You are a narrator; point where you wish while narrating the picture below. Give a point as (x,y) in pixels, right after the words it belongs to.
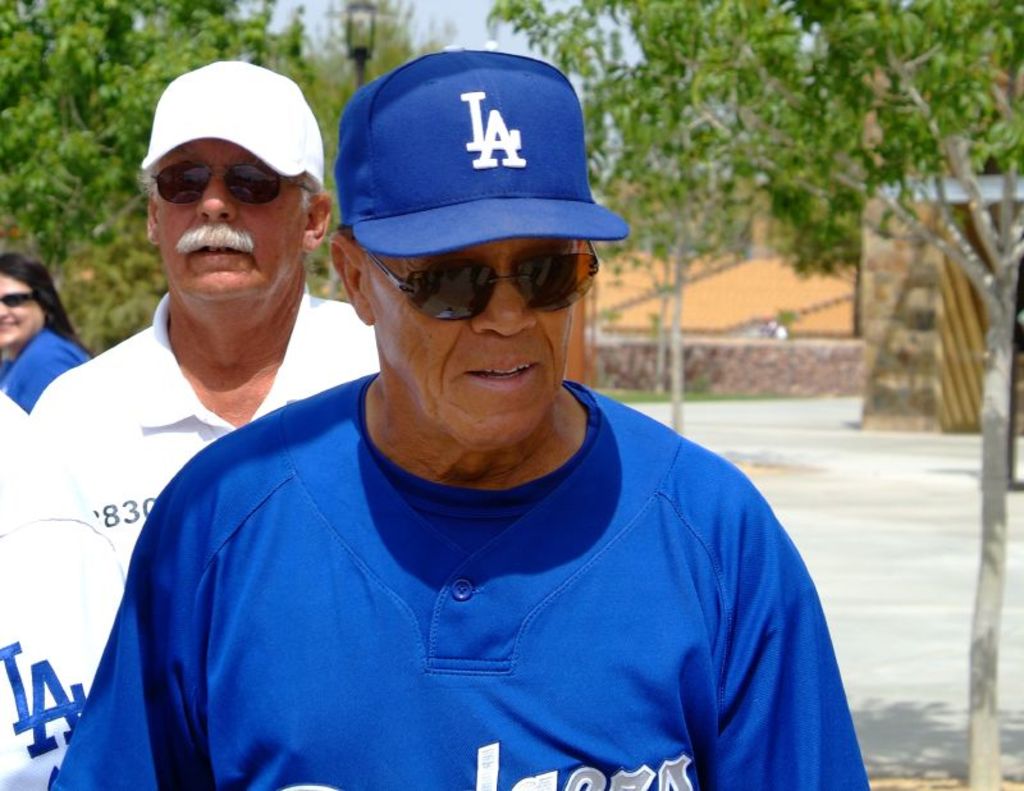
In this image in the front (210,351) there are persons (241,346). In the background (628,105) there are trees (676,162), there is a pole (363,55), there is a wall (834,339) and on the left (23,353) there is a woman (32,360) smiling.
